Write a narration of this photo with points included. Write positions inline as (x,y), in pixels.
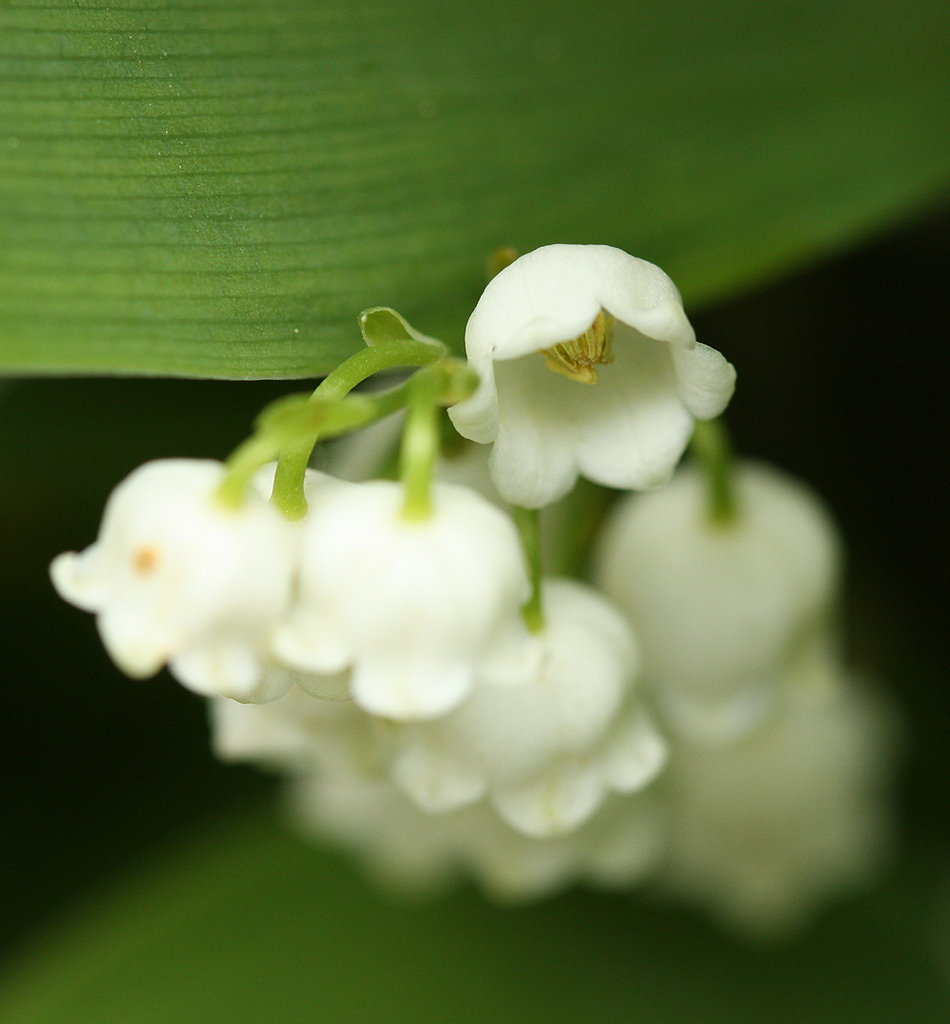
In this picture I can see white flowers (498,709) on the branch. At the top (610,128) I can see the leaf (240,177). In the back (863,580) I can see the darkness (886,461).
